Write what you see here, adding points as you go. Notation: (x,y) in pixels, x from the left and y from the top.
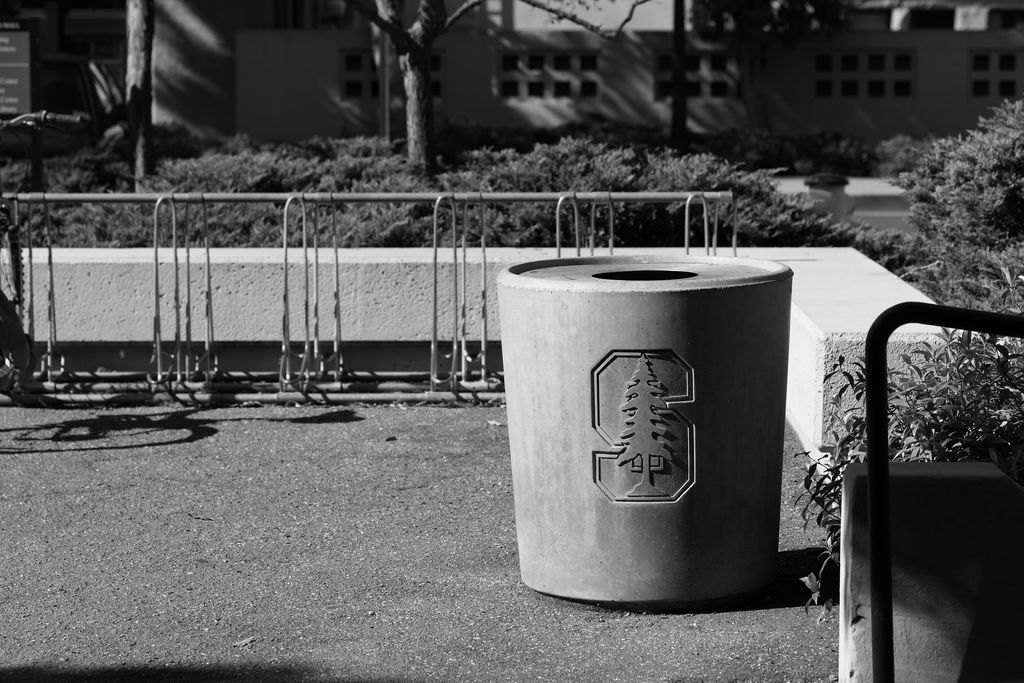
This is a black and white image. In this image we can see a container (707,479) placed on the ground (428,514). We can also see a fence (460,197), plants (437,184), bark (427,149) of the trees (430,130) and a building (306,74) with windows (518,69).
